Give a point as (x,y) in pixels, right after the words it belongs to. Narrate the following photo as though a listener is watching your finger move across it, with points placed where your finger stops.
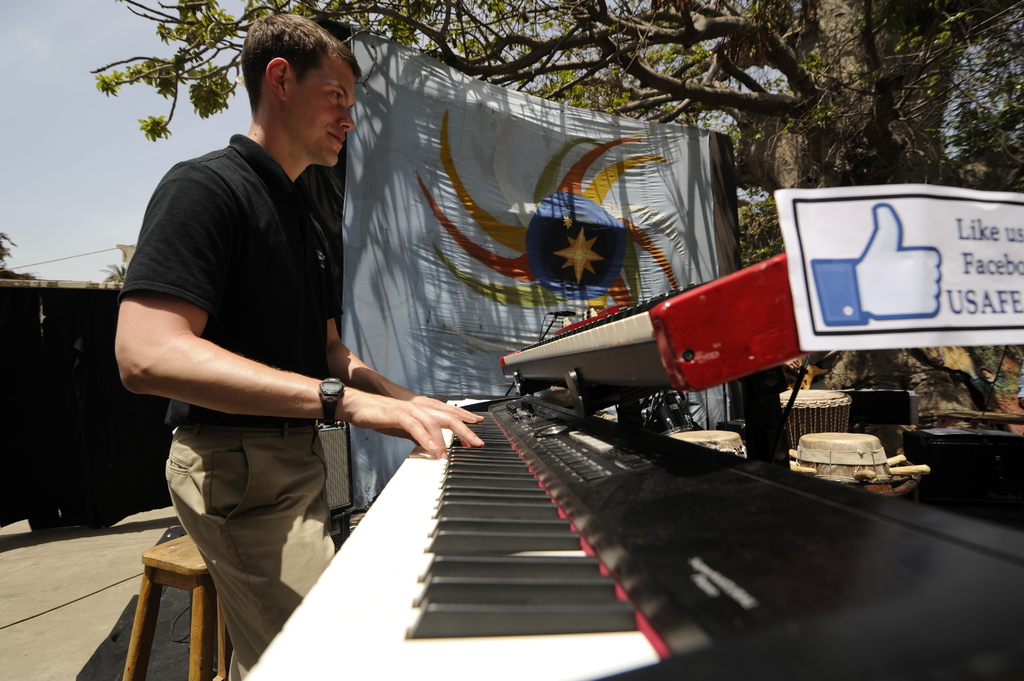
This person (264,304) is standing and playing a piano keyboard (423,481). Far there is a banner (659,184) attached to this tree (756,64). This are musical instruments (822,392). A poster (980,239) is attached to this piano (768,319).
